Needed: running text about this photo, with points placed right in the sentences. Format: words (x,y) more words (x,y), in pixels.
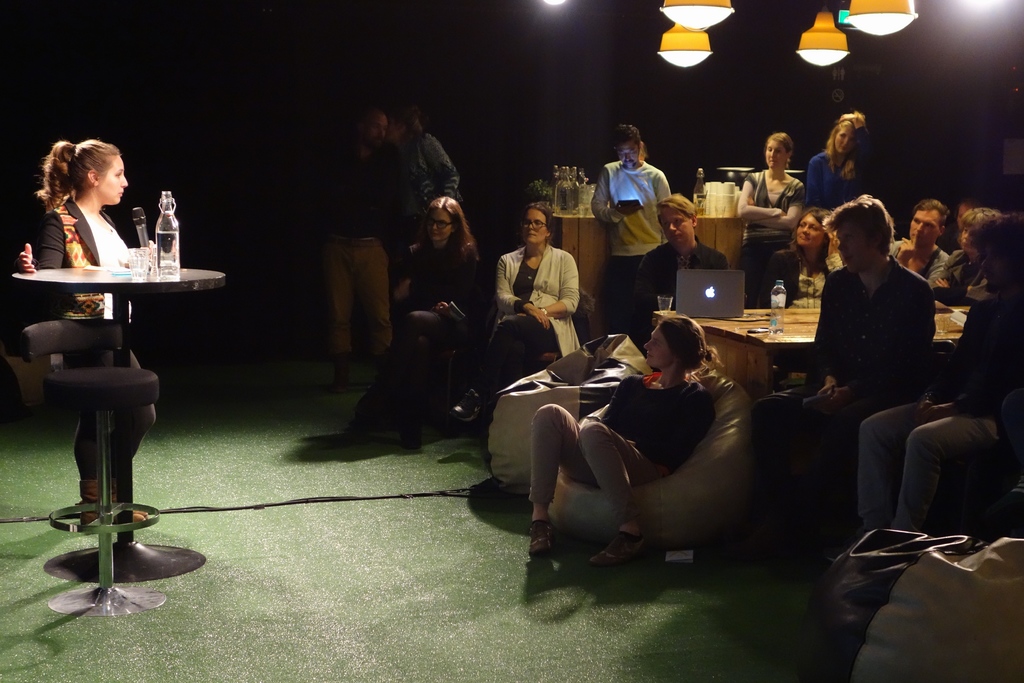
In this image I can see the group of people (829,287) sitting and some people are standing. In front of them there is a table (704,329). On the table (673,311) there is a laptop (710,313) and the bottles (772,301). One person (115,228) is holding the mic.
